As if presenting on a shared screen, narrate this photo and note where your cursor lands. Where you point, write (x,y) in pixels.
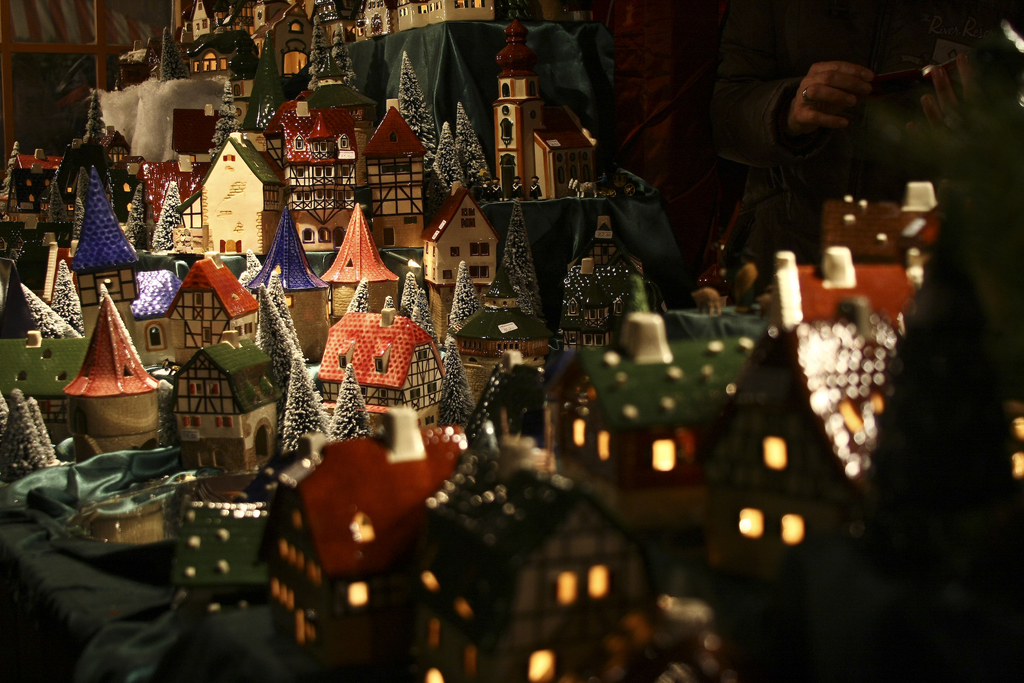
In this image there are some toy houses (350,318) and some lights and some objects (948,345), and on the right side (935,146) there is one person (936,94). And in the background (72,72) there are some other objects (95,117), and in the bottom left hand corner (91,596) there is some cloth (117,621).
